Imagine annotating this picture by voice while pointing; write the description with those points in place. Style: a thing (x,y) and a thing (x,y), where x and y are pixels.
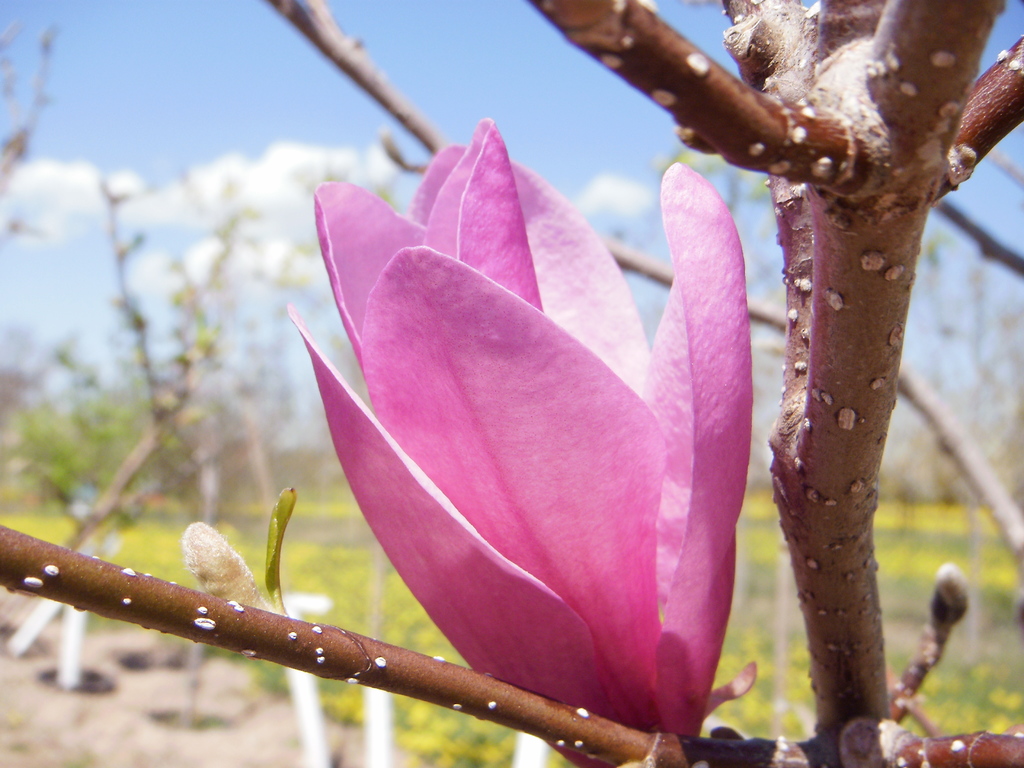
This picture is clicked outside. In the center (401,311) we can see a pink color flower (597,513) and we can see the branches (829,330) of a tree (827,343). In the background (240,322) there is a sky (421,38), plants (334,614) and green grass (316,544) and some trees (98,448).
